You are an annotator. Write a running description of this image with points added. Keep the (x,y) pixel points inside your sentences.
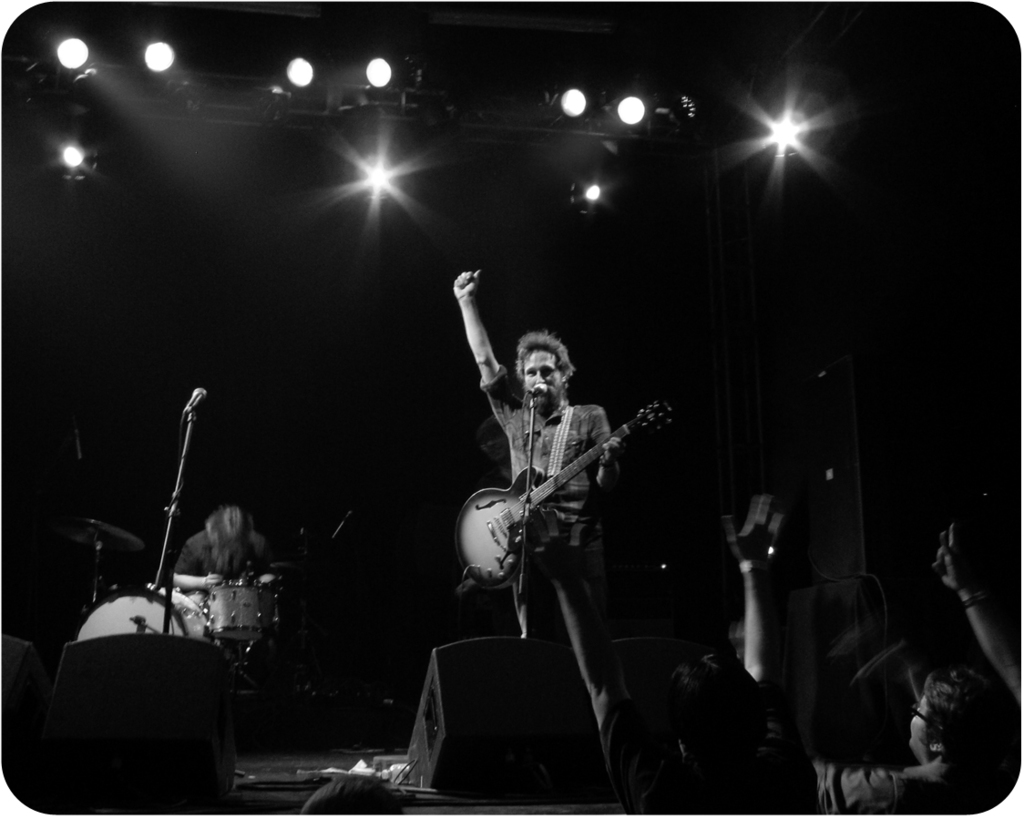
A man (500,393) is standing and holding a guitar (512,513) in his hand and there is a mic (541,391) in front of him and in the background (230,544) there is another man (198,572) who is playing drums (238,585). And in the top (271,121) we can see lights (304,71) and in the bottom (606,767) we can see the crowd (985,633) and to the left side (217,631) we can see the musical instruments (100,532) and the man (548,450) standing with a guitar (475,497) in his hand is singing.
